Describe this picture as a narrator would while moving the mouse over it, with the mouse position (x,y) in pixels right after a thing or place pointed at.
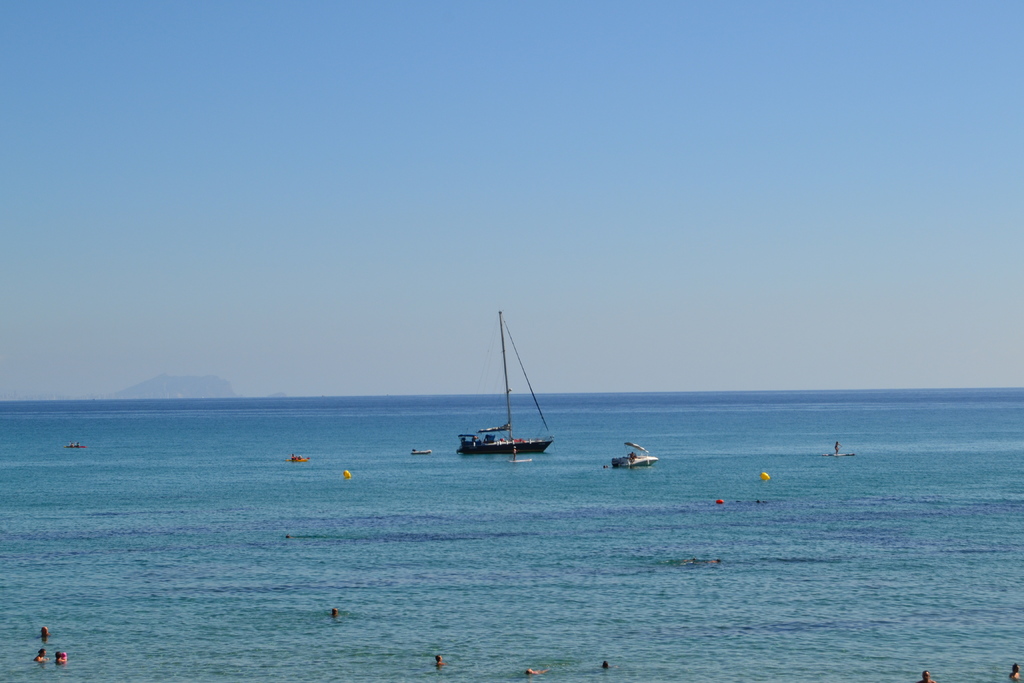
This picture is clicked outside the city. In the foreground (495,664) we can see the group of people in the water body (678,503). In the center (520,450) we can see the boats (632,462). In the background (504,334) there is a sky (536,194).
